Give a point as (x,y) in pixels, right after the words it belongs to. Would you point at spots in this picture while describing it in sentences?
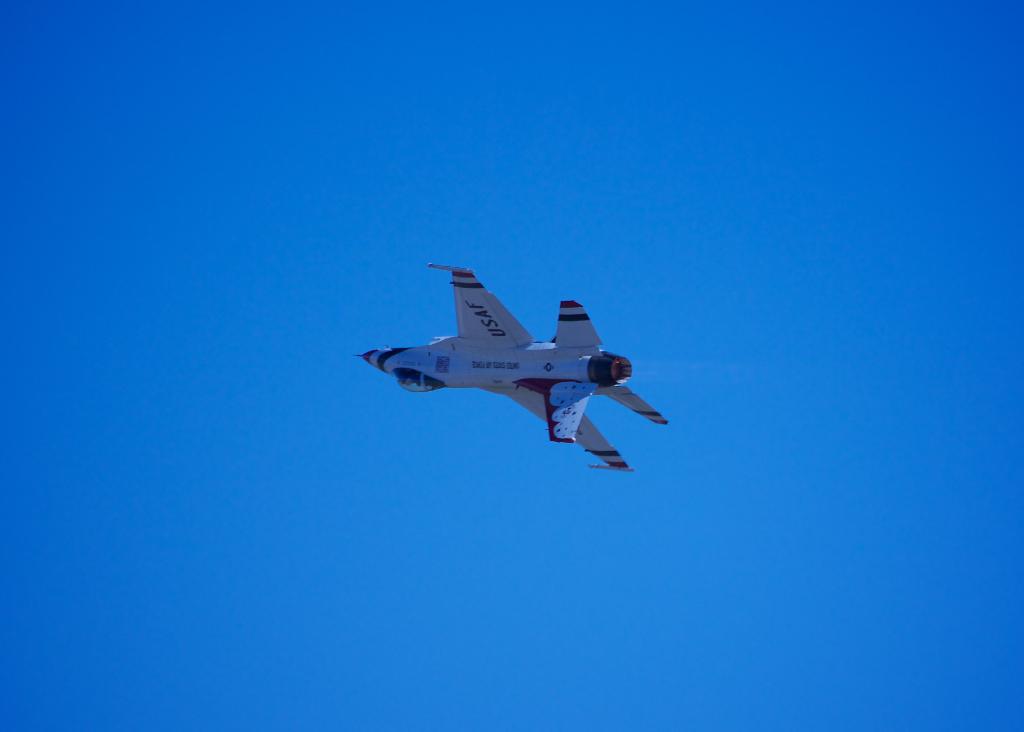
In this picture I can see an aircraft (486,362) flying in the sky (406,288).
